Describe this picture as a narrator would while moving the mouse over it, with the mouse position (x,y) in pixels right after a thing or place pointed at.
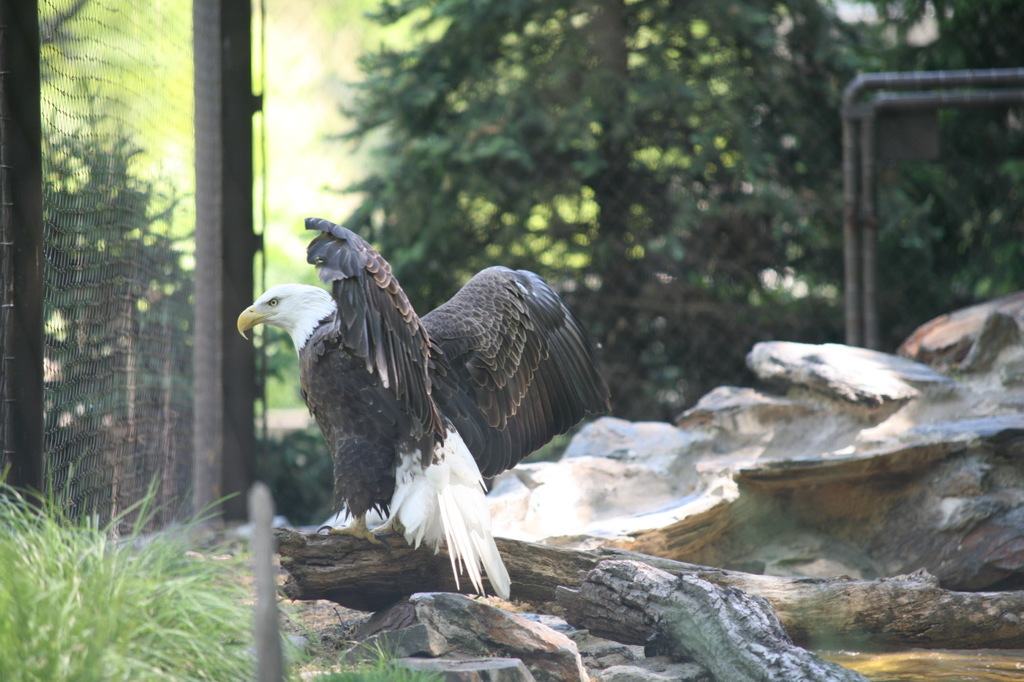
In this image we can see one Eagle (391,458) on the dried tree stem (327,574), some dried tree stems (717,600) on the ground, one net (156,396) with poles (215,393) on the left side of the image (17,360), it looks like rocks (720,449) on the ground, it looks like water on the bottom right side (933,665) corner of the image, one object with pole (973,99) on the right side of the image (862,100), some trees (839,104), plants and grass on the ground (287,610).
